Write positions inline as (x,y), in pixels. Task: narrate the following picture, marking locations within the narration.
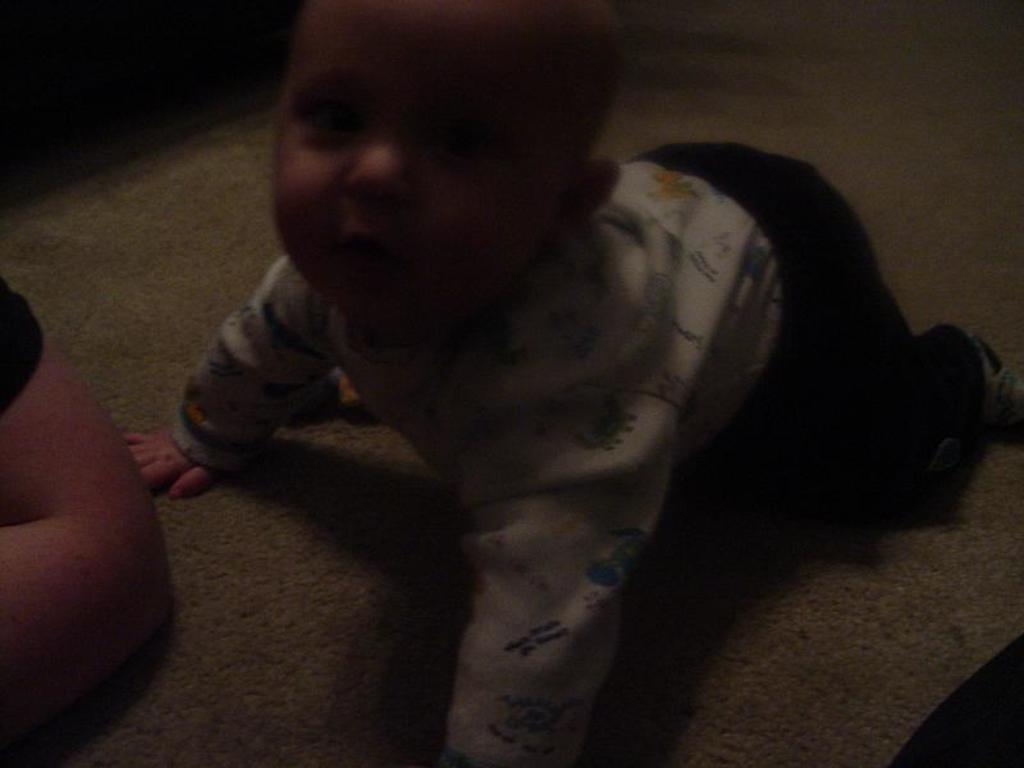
In this image, I can see a baby boy (766,403) on the floor (681,621). On the left side of the image (141,643), It looks like a person's hand (78,533).
